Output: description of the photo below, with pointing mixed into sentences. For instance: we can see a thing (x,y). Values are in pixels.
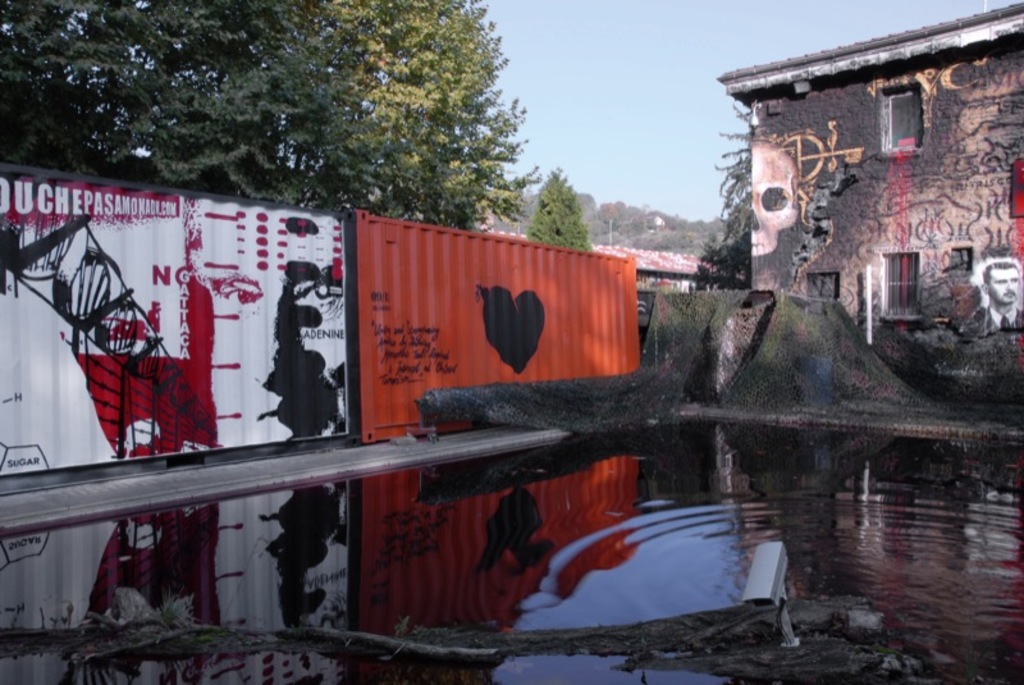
In this image there is water (640,526) in the middle (549,449). In the water (13,621) there is a net (714,319). On the left side (165,316) there are two containers (291,326) on which there is some painting (291,316). On the right side (909,211) there is a building (881,159) on which there is a painting (793,215) of a skull (794,212). Beside the building (804,232) there is a net (754,336). On the left side (186,77) top there are trees (190,52). At the top (646,54) there is the sky (647,50).
